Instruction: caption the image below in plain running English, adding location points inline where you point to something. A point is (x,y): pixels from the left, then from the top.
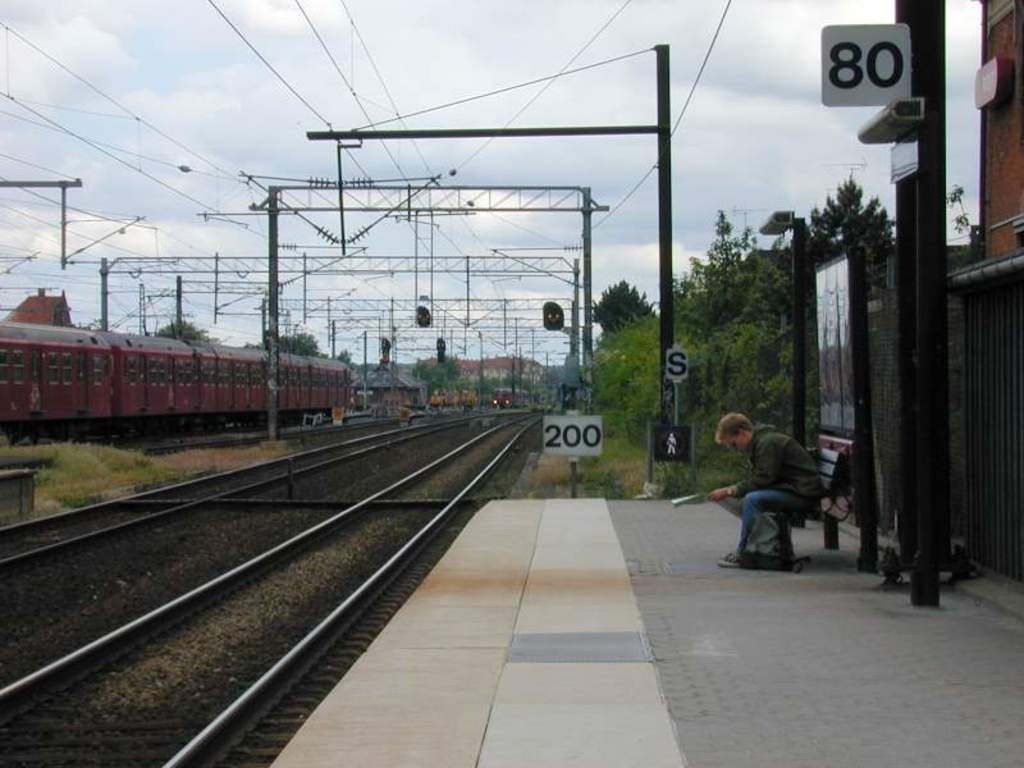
There is one man (759,504) sitting on a bench (790,534) is on the right side of this image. We can see trees (647,327) and poles (866,549) are present behind this person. There are railway tracks (426,533) and a train (263,383) is present on the left side of this image (195,404). We can see poles (105,314) in the middle of this image (435,321) and the sky (508,157) is in the background (514,143). There is a platform (575,628) at the bottom of this image (609,651).
